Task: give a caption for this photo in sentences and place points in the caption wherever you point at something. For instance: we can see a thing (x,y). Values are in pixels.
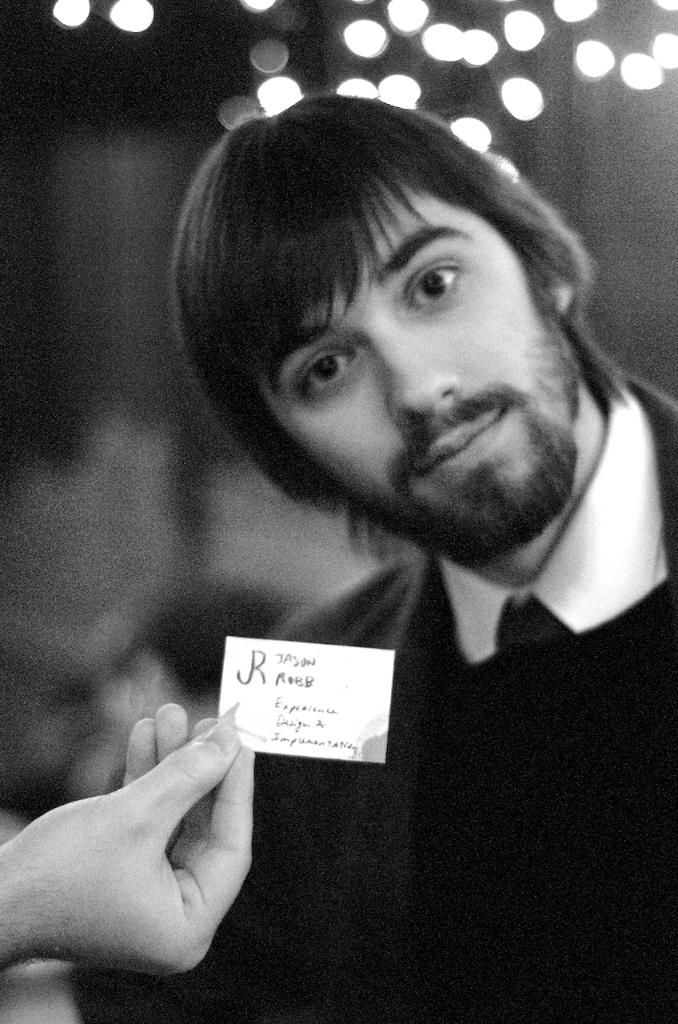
it is the black and white image in which there is a man (497,610) in the middle (452,493). On the left side (86,860) bottom there is a hand (236,780) which is holding the paper (292,713).
